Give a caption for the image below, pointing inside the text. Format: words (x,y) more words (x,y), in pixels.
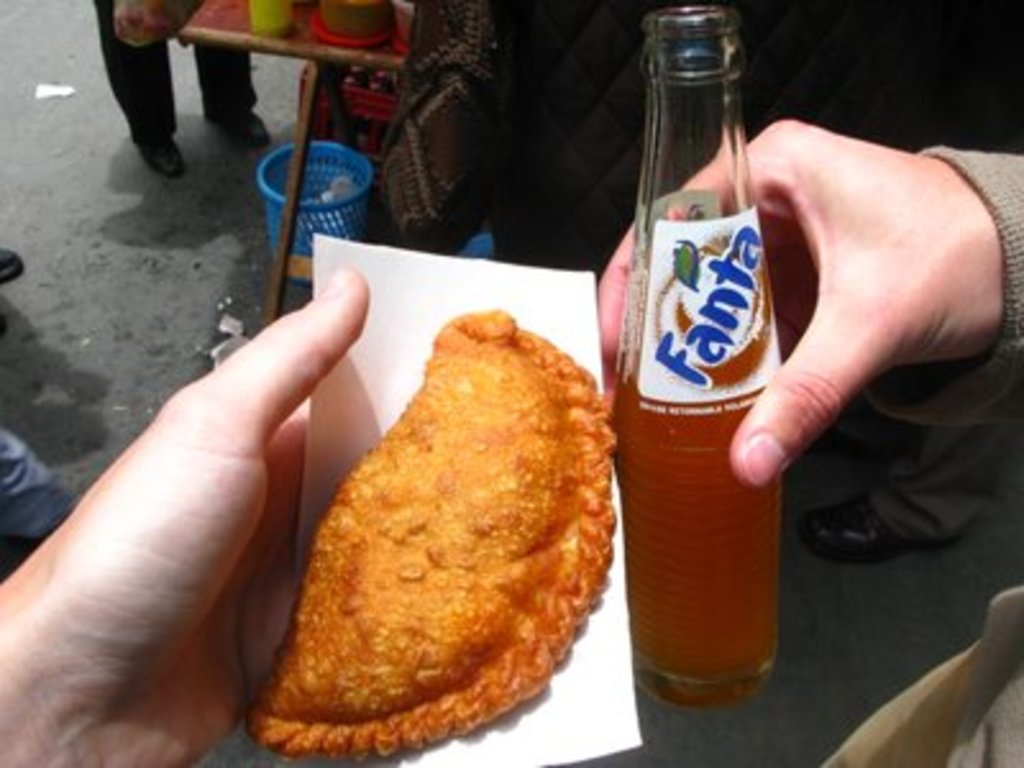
In this image there are two hands (770,258) in one hand (830,244) there is a bottle (658,496) in another hand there is a food item (373,495), in the background (244,26) there is a table (305,16) on that table (360,53) there are two bottles (364,24) and legs (199,46) are visible under the table (295,39) there is a dustbin (276,204).
